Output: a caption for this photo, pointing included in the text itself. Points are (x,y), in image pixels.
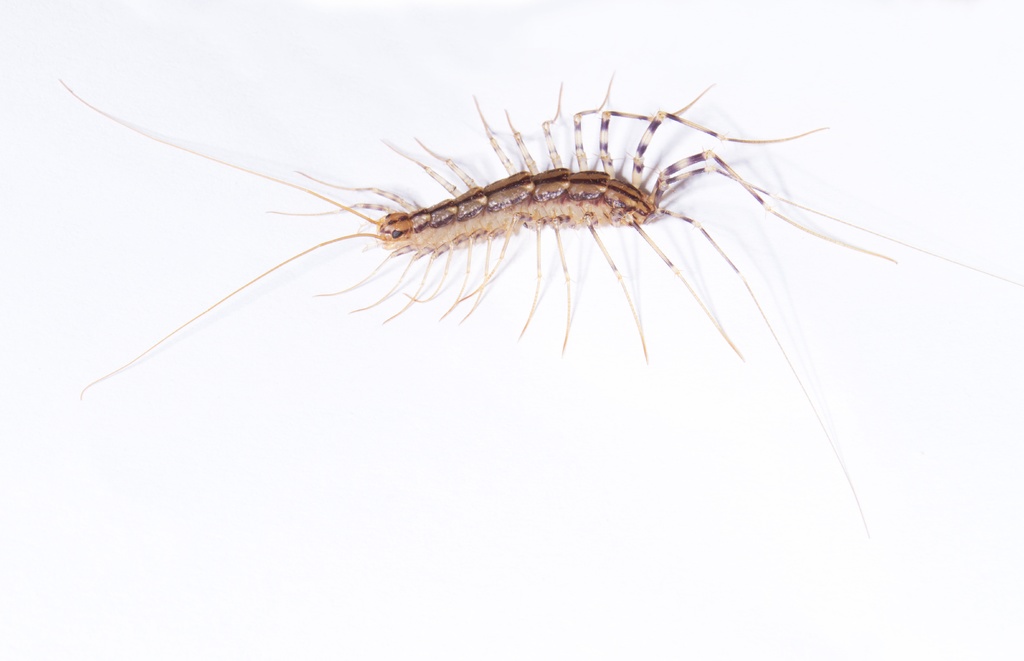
In this image I can see an insect (540,252) on a white surface (300,430).
